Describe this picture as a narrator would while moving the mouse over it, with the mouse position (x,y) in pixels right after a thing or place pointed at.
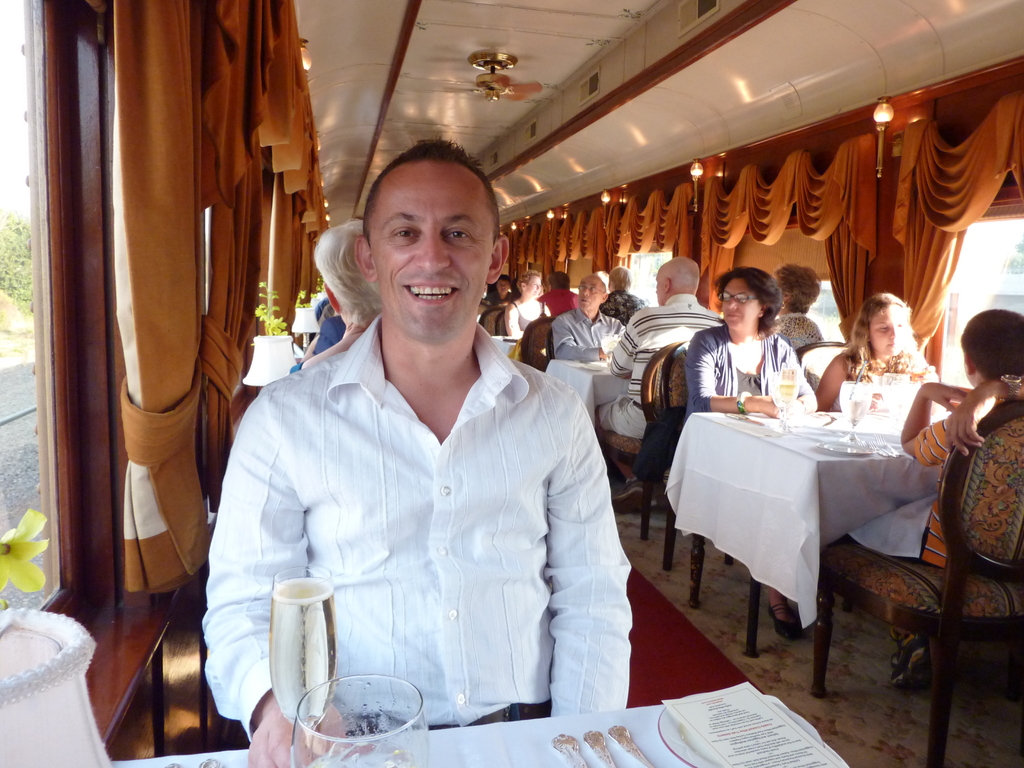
In this image we can see many people (600,336) sitting on the chairs (647,381). There are many tables (586,398) in the image. There are many objects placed on the tables (724,437). There are house plants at the left side of the image (297,298). There is a fan (481,87) and many lights (266,341) in the image.
